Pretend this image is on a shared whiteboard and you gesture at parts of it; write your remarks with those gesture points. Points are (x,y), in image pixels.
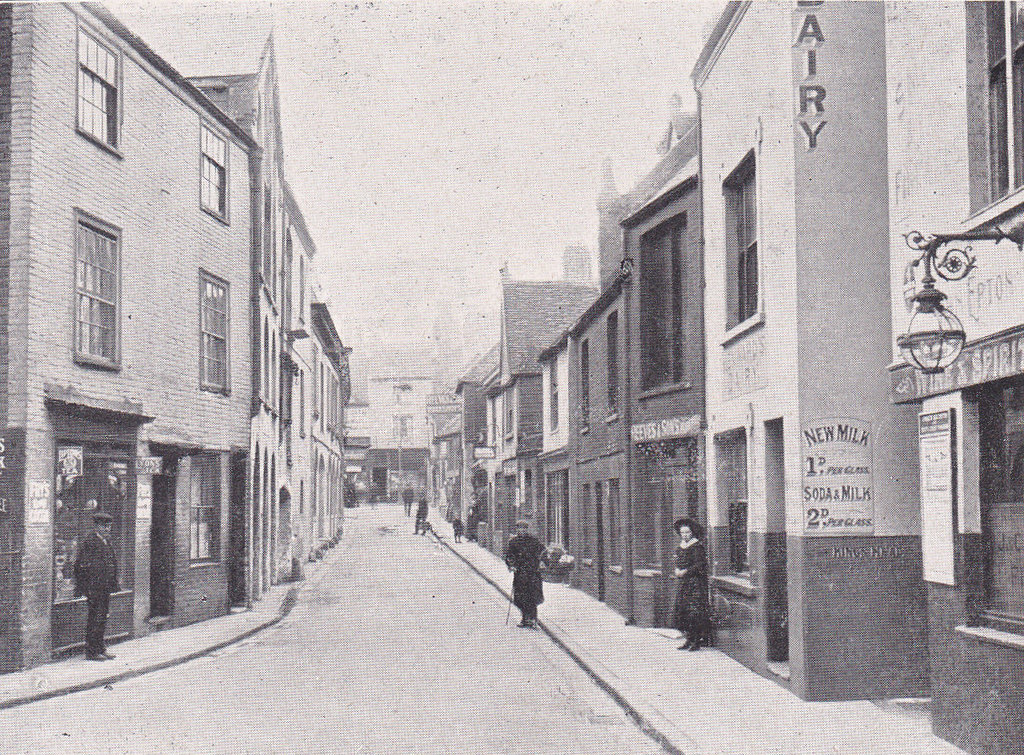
In this image I can see a old photograph (348,386) in which I can see the road (414,637), few buildings (359,424) on both sides of the road (403,704), few persons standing on the road (404,540) and few standing on the sidewalk (127,657), few windows (107,318) of the building (304,309), a street light (933,330) and in the background (386,263) I can see the sky (496,96).
